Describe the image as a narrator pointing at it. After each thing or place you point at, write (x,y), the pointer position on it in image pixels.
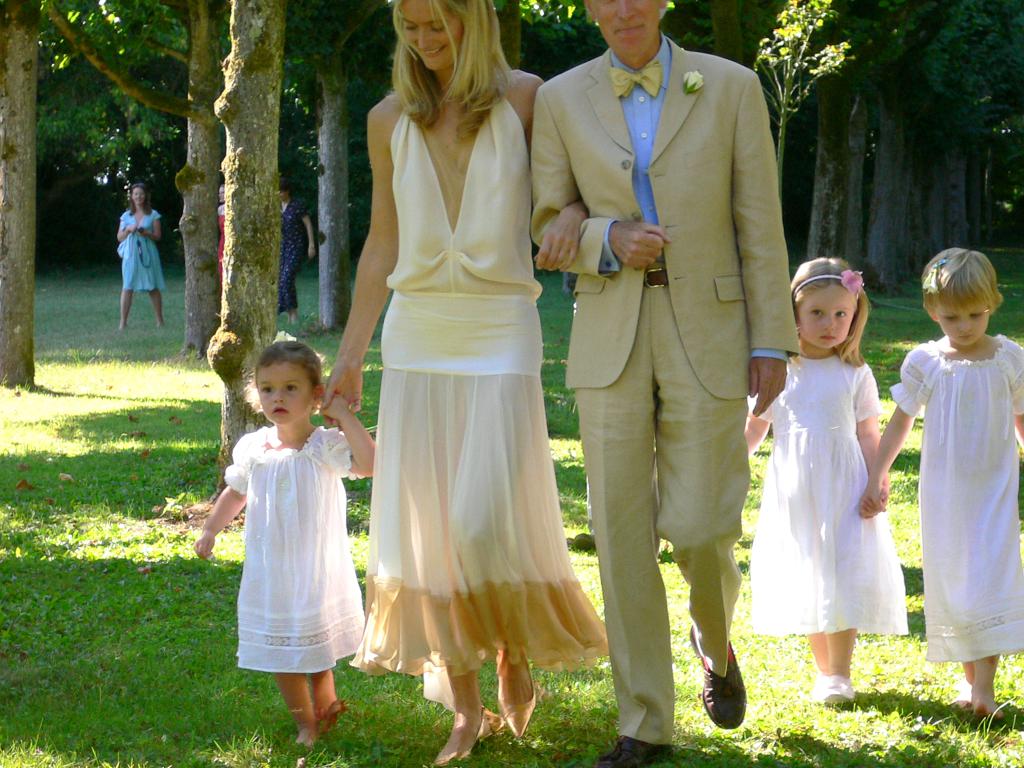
In this picture there is a man (739,122) and woman (483,25) in the center of the image (455,260) and there are children (950,269) on the right (843,408) and left side of the image (333,621), there is grassland (74,410) at the bottom side of the image (929,743) and there are trees (768,22) and other people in the background area of the image (66,148).
